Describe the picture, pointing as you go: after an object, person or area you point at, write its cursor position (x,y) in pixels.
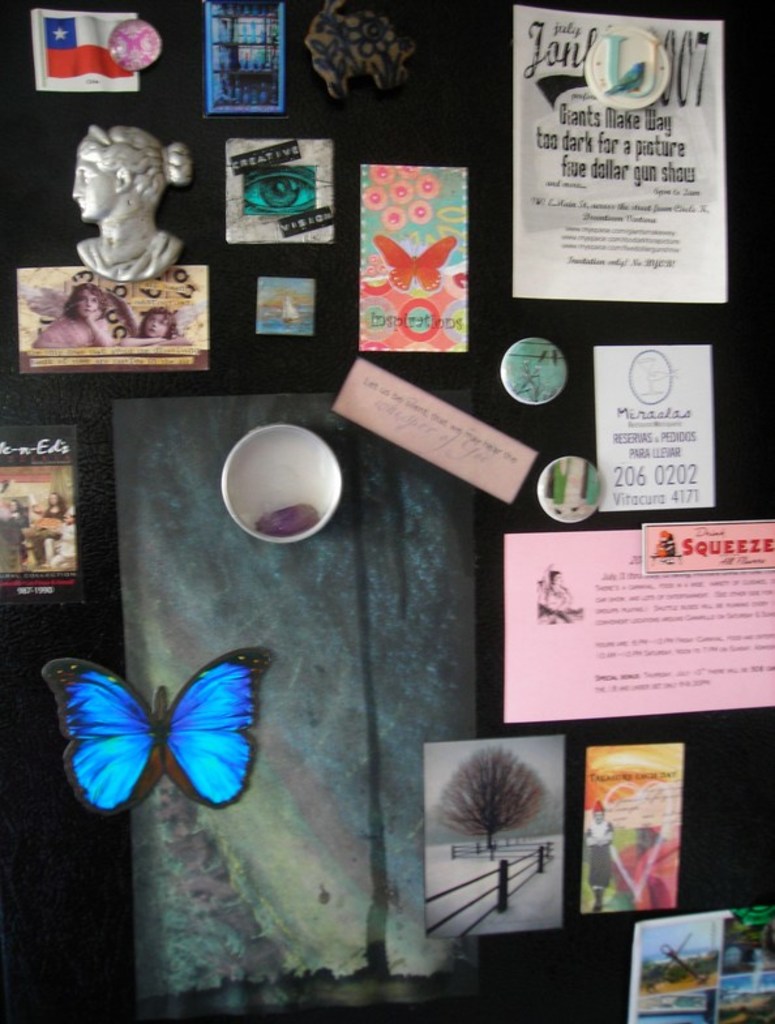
In this image, we can see posters (493,484), boards (404,422) and there is a sculpture (110,211) and an artificial butterfly (178,725) and we can see some text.
